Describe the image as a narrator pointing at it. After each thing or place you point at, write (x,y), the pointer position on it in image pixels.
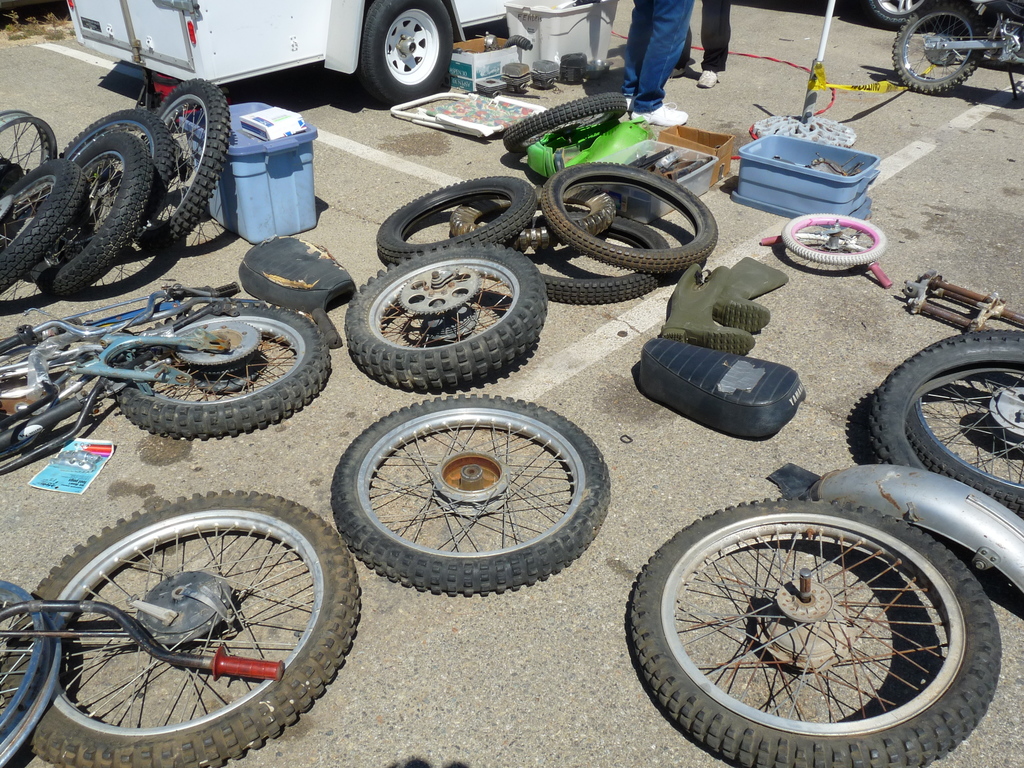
In this image I can see the wheels (289,543), tires (310,321), seats (734,425), baskets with tools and few more objects (634,134) on the road (541,616). To the side I can see the motorbike (916,81) and the vehicle (413,45). To the side of the vehicle (323,59) I can see two people (634,55) standing.
